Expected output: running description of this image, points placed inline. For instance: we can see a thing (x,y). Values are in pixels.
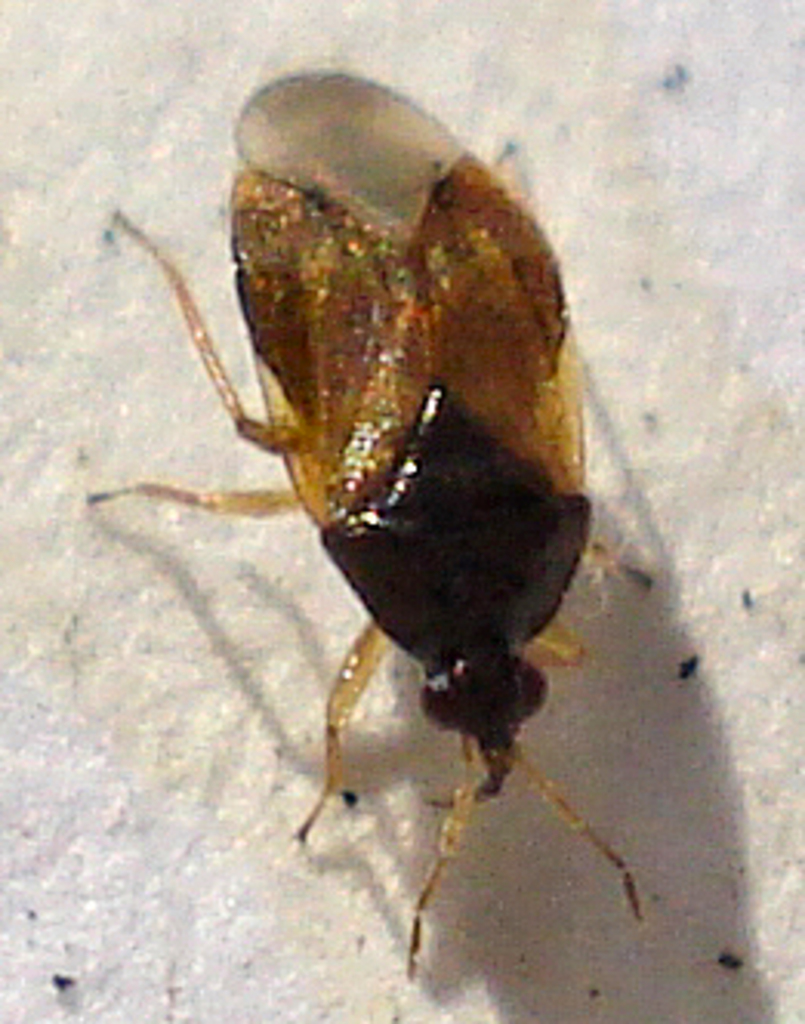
In this image I can see an insect (401,471) on a white surface (269,792).
